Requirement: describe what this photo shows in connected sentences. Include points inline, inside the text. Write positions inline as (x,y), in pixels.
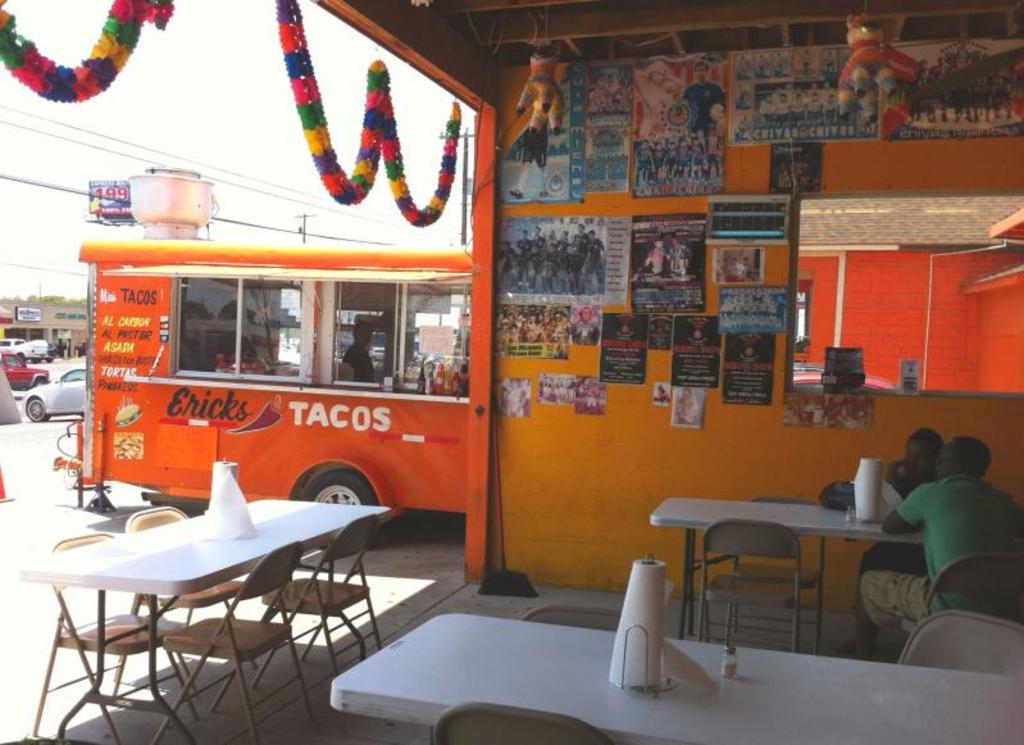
In this picture we can see table (908,698), chairs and persons (896,581) sitting on it and on table (761,679) we have jar (726,668), tissue stand (648,656) and here on wall (709,269) we can see posters (614,291), pipe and outside this we have vehicle (230,384), cars (62,383) on road (57,364), trees (43,300), sky (73,269), wires (104,149).
